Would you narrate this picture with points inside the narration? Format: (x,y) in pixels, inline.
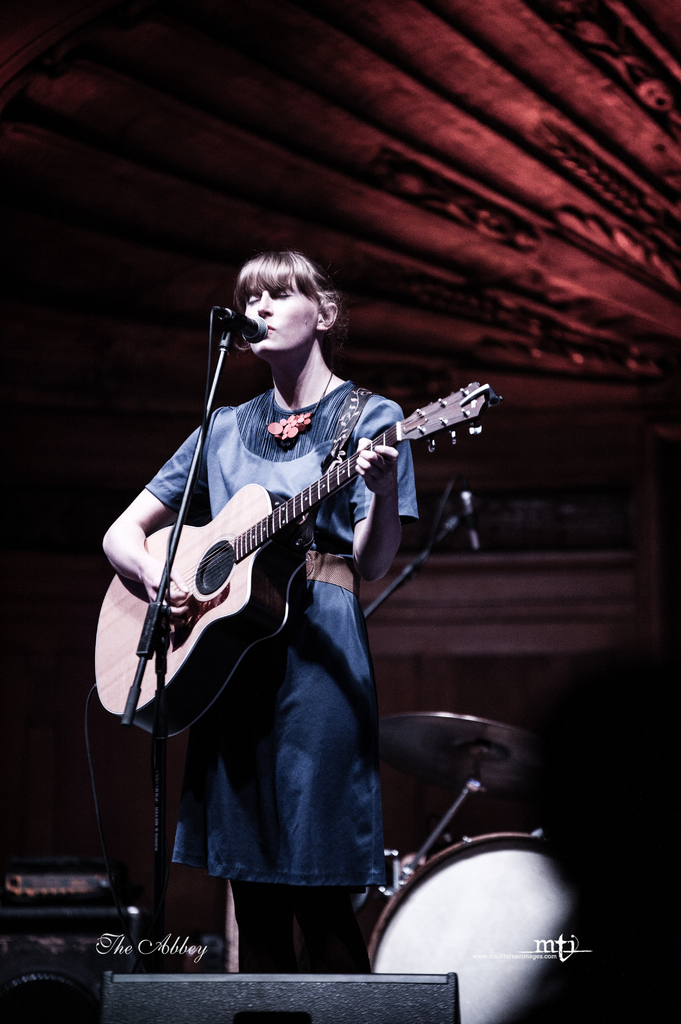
In this image we can see a woman (326,947) standing in the center (321,673). She is holding a guitar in her hand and she is singing on a microphone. In the background (488,933) we can see a drum (470,886) which is on the right side (520,903).
